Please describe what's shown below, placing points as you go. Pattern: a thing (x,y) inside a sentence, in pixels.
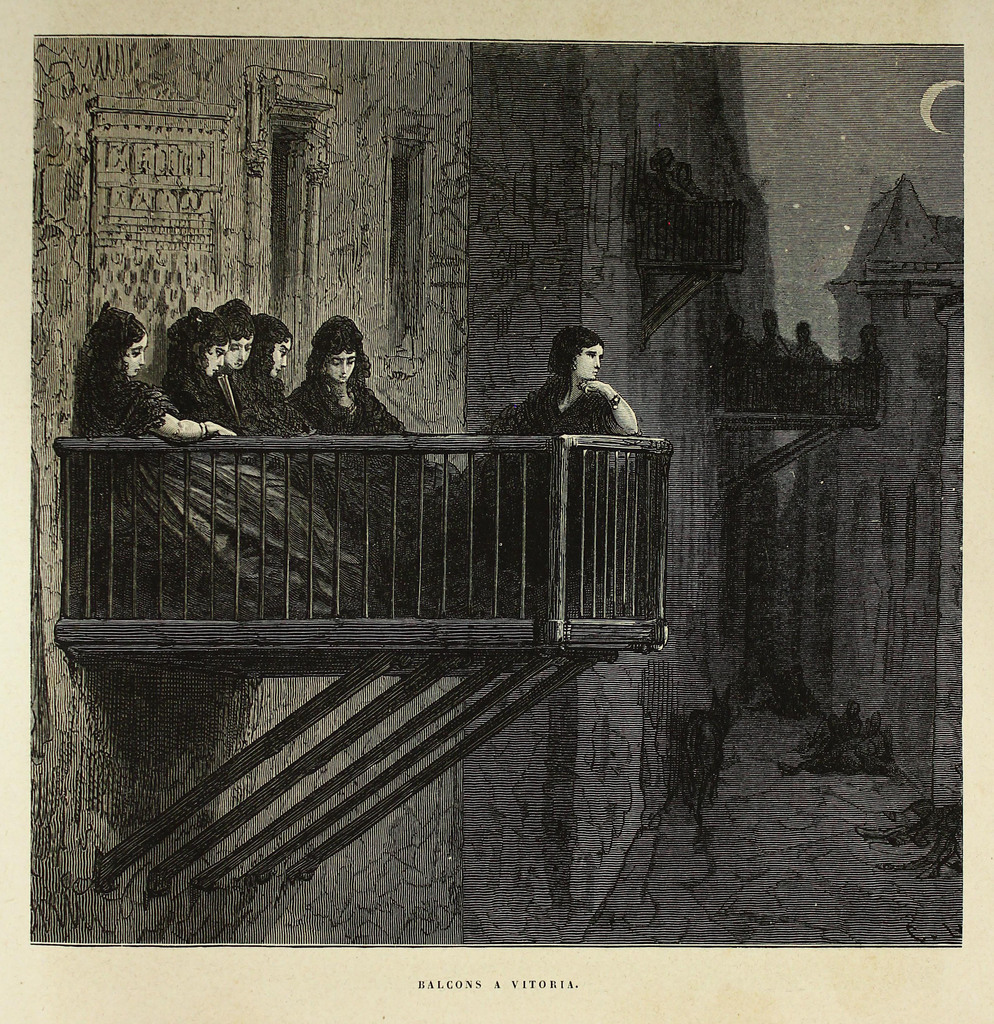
It is a black and white image, on the left side (208,597) few women (386,412) are there. On the right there are stars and a moon (928,106).
